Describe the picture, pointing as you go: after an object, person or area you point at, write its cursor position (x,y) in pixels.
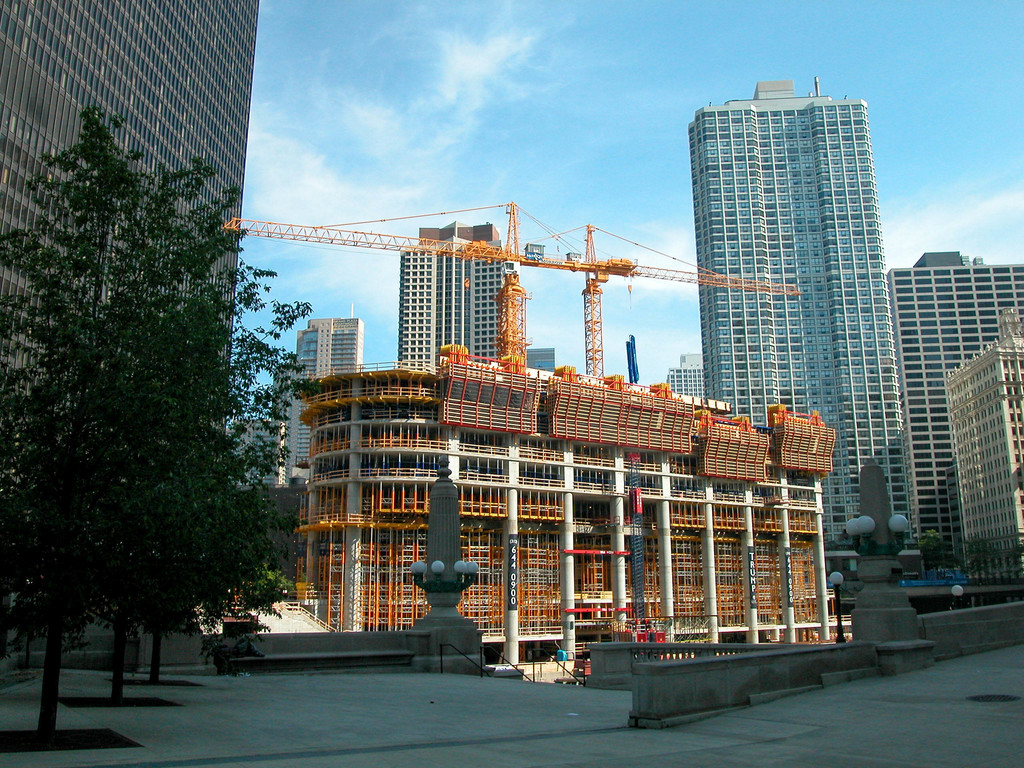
In this image I can see trees (195,300), fence (674,646), poles (841,623), buildings (646,437) and metal rods (457,372). At the top (484,93) I can see the blue sky (443,175). This image is taken may be on the road (377,690).
